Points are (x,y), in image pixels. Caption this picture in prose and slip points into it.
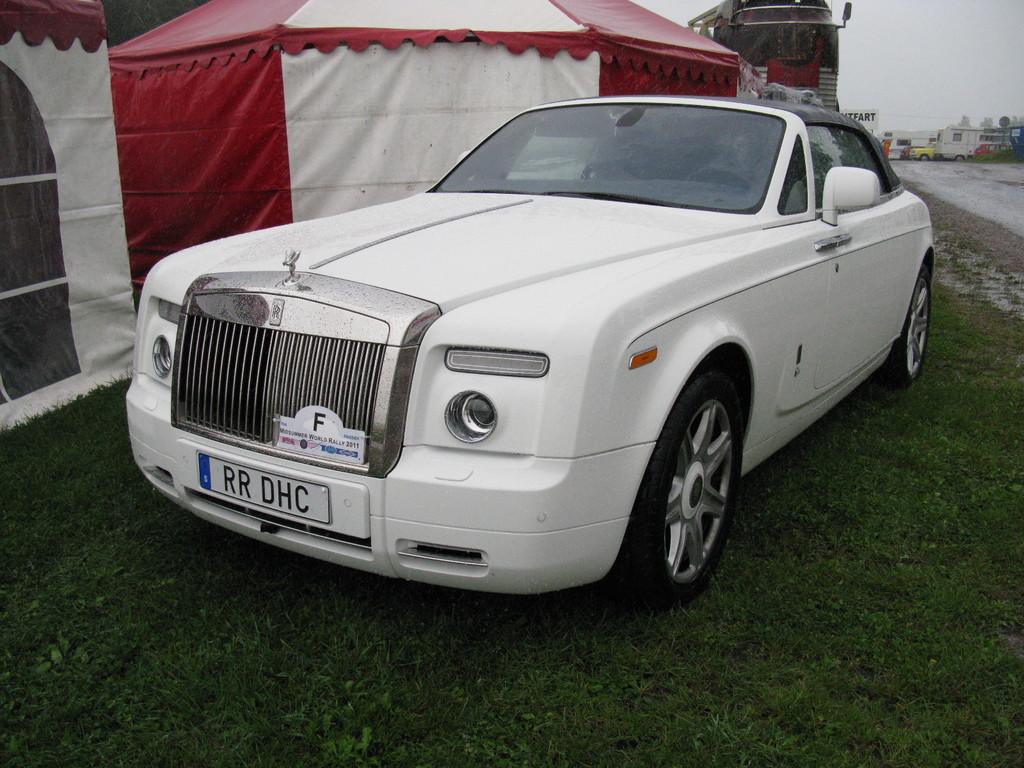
In the picture I can see a white color car (719,316) is parked on the grass (517,624). In the background (161,163), I can see the tents (263,121), I can see houses (1008,134), a few more vehicles (963,136), boards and the cloudy sky (914,99) in the background (914,99).
